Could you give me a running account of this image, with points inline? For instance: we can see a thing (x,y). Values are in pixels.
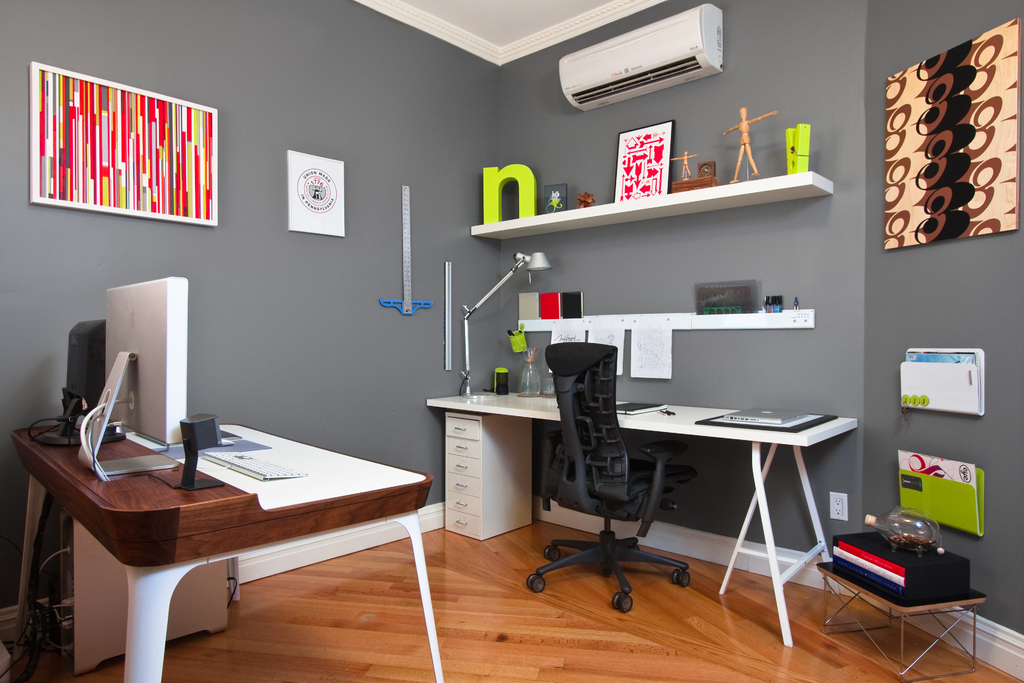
On the right side of the image (981,132) we can see a board (949,162), books (893,566), a table (891,596). On the left side of the image (157,181) there is a photo frame (170,206), computer (155,358), table (175,536), speaker (199,485), keyboard (232,459). In the center of the image (459,443) we can see chair (591,436), table (701,430), laptop (740,418) and cupboards (455,477). At the top of the image (564,79) there is an air conditioner (582,79).
